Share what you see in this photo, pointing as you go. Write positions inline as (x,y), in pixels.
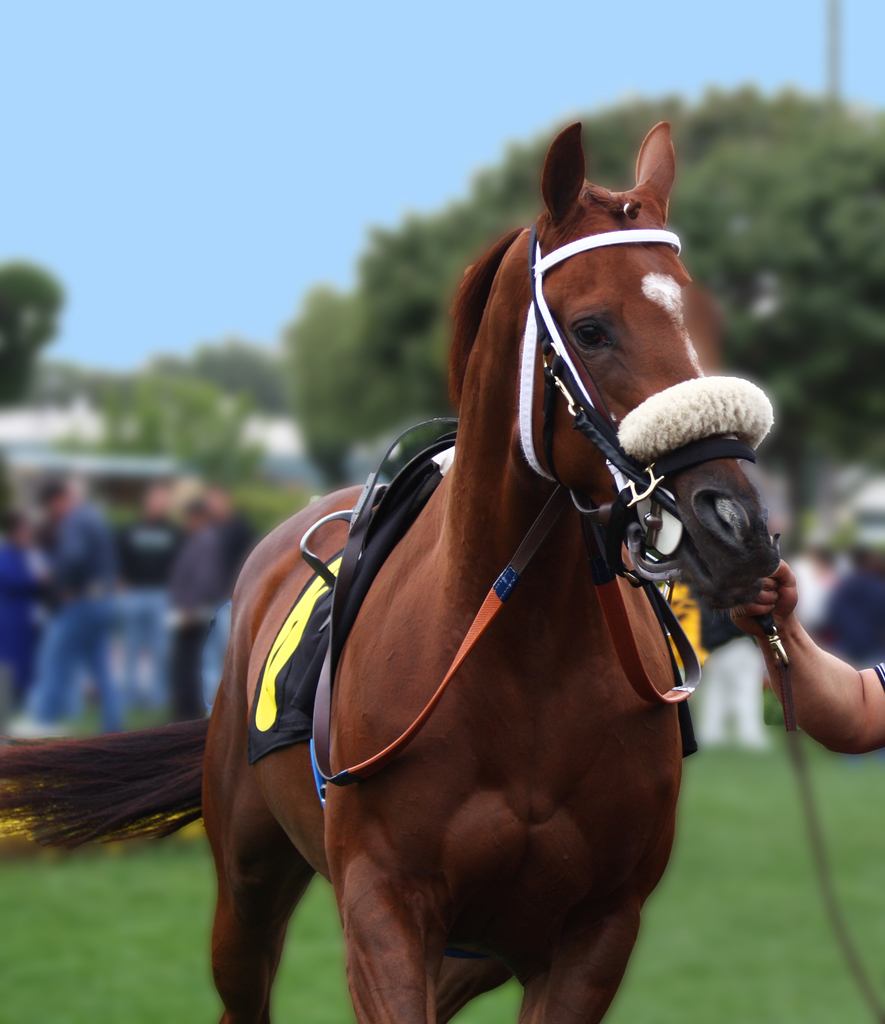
At the top (281,82) we can see clear blue sky (315,177). These are trees (384,275). We can see persons (167,574) standing here. In Front of the picture we can see a horse (724,569). At the right side of the picture (834,684) we can see partial hand (812,656) of a man (822,668) holding a horse belt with his hands (783,624). This is a grass (721,930).
